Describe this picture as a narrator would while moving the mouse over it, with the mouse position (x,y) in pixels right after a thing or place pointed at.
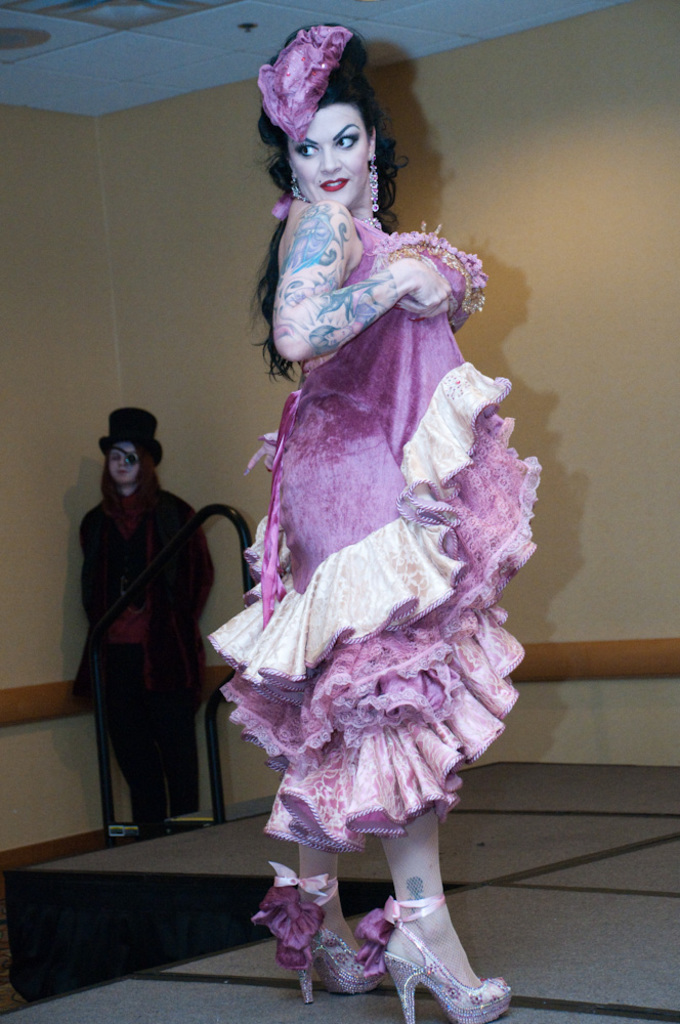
In this picture we can see one girl (416,302) is standing and holding his clothes (335,741), back side we can see one more person (152,625).
